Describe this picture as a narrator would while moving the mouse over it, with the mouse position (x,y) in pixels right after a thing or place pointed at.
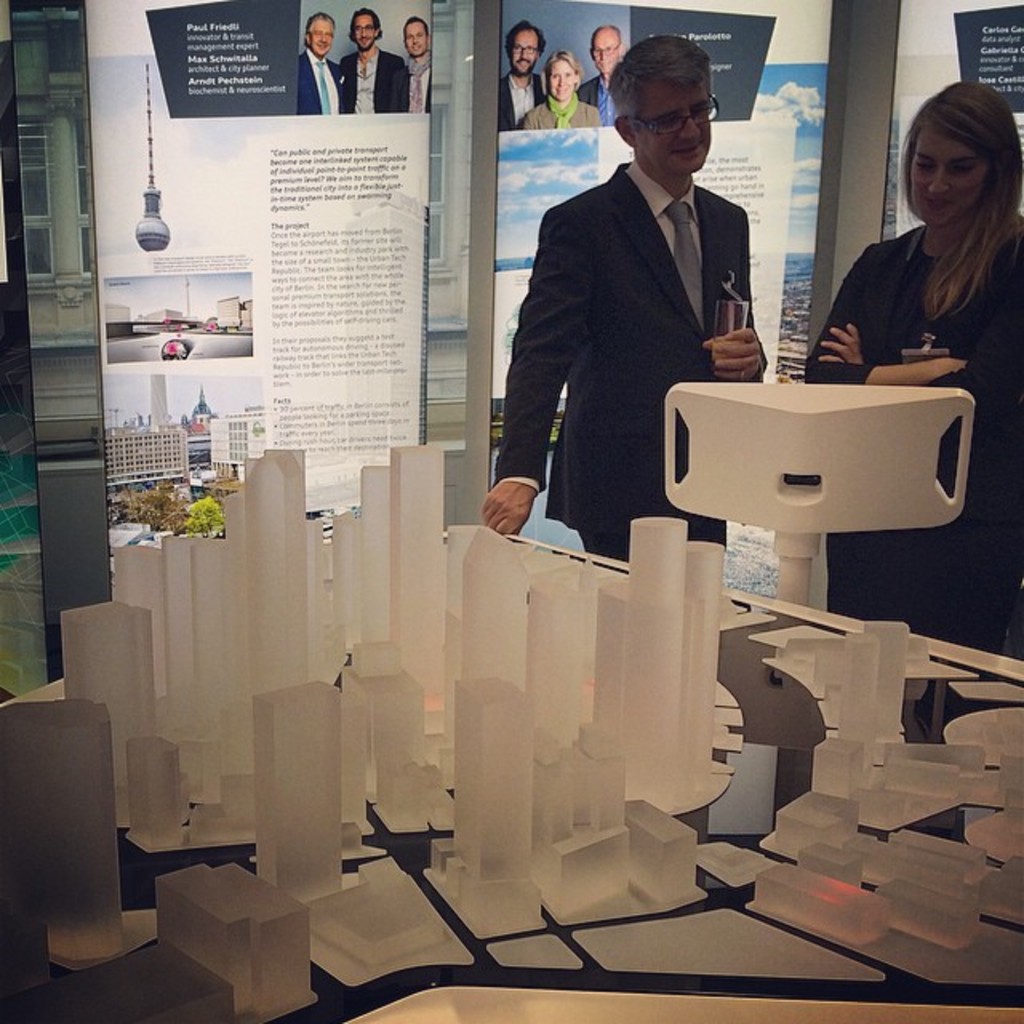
This picture is taken inside the room (742,923). In this image, on the right side (952,362), we can see two people (948,345) man (720,287) and woman (855,345) wearing a black color dress (985,351) and standing in front of the table (879,988). On the table (881,1007), we can see some papers (633,951), buildings (416,707) which are made of papers (325,708). In the background (328,166), we can see some hoardings (581,124), on the hoardings (596,142), we can see some pictures (386,84) and text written on it.
